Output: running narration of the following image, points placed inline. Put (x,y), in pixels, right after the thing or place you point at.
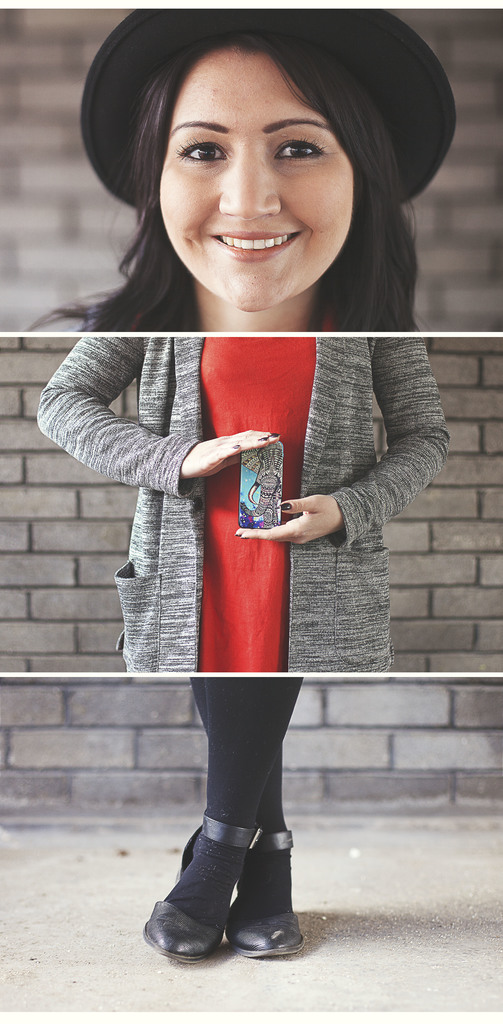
It is a collage picture. In the image in the center (263,541) we can see one woman (335,610) standing and holding some object (247,466) and she is wearing black color hat (404,69). In the background (489,389) there is a brick wall (484,375).
